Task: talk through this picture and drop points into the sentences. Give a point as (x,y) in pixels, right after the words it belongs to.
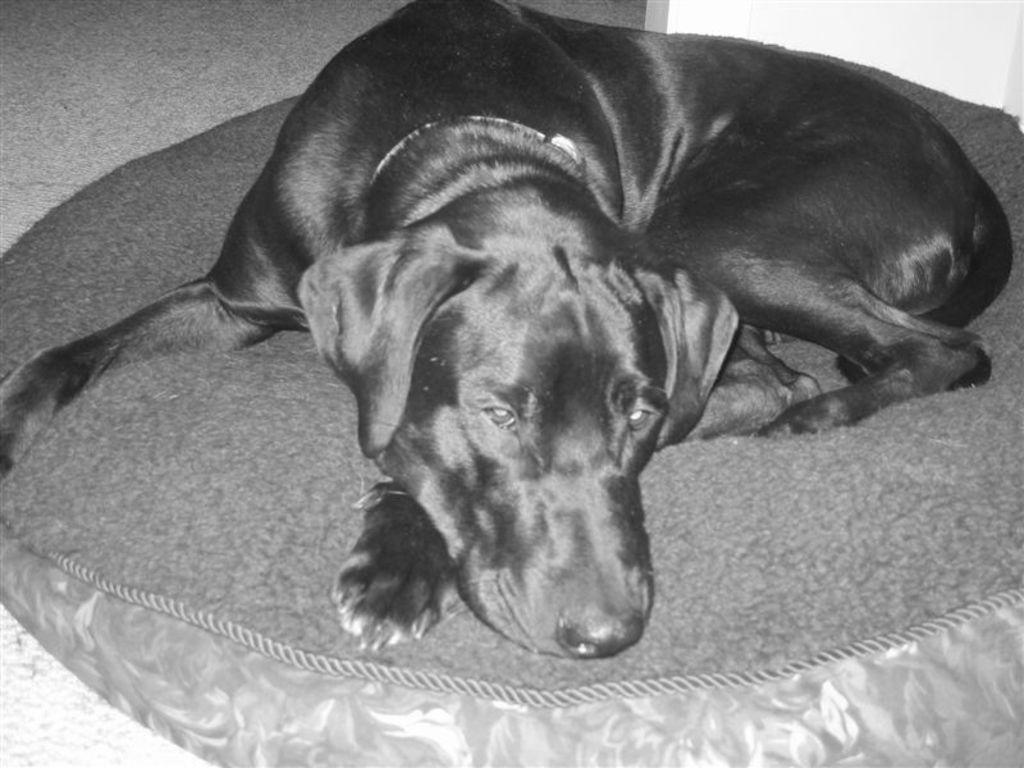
This picture seems to be clicked inside. In the center (590,395) there is a dog (601,344) seems to be lying on an object (764,559). In the background (962,43) there is a wall (934,46).
